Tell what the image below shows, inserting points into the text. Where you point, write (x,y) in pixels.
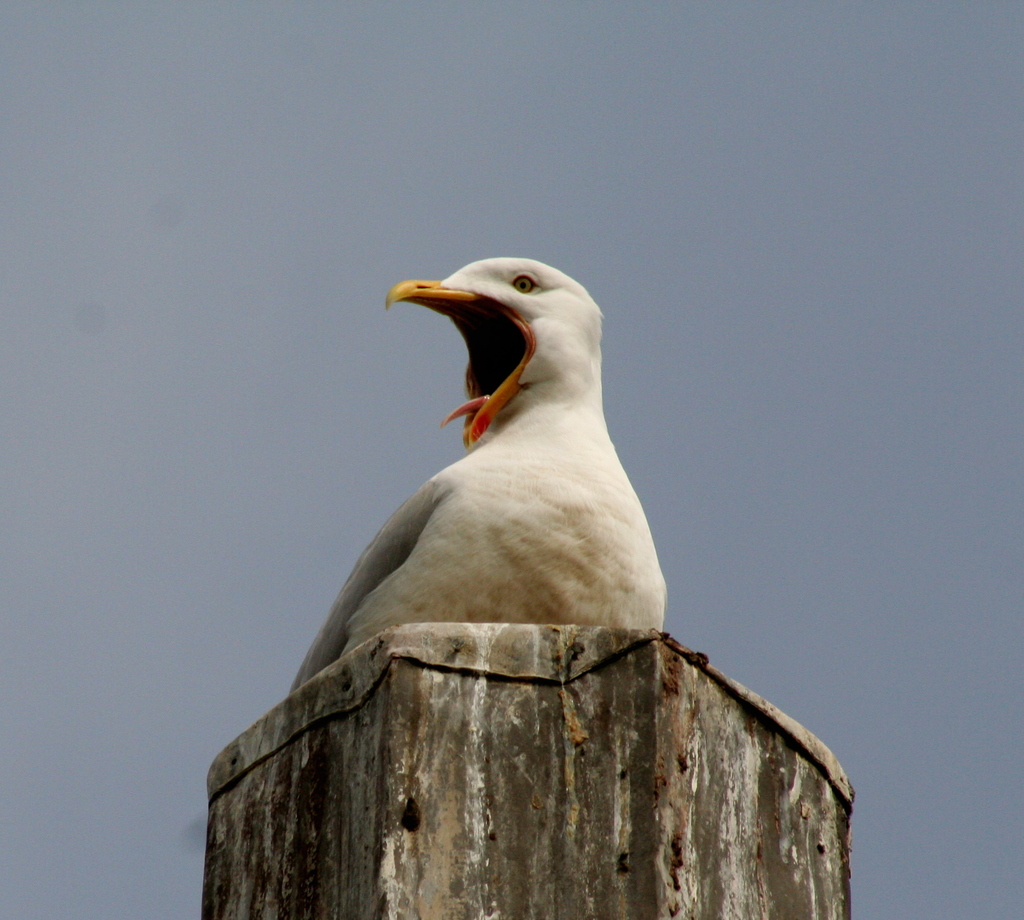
In the foreground of this picture (555,529), there is a white bird (555,390) on a wooden pole (498,812). In the background (504,184), we can see the sky (325,195).
